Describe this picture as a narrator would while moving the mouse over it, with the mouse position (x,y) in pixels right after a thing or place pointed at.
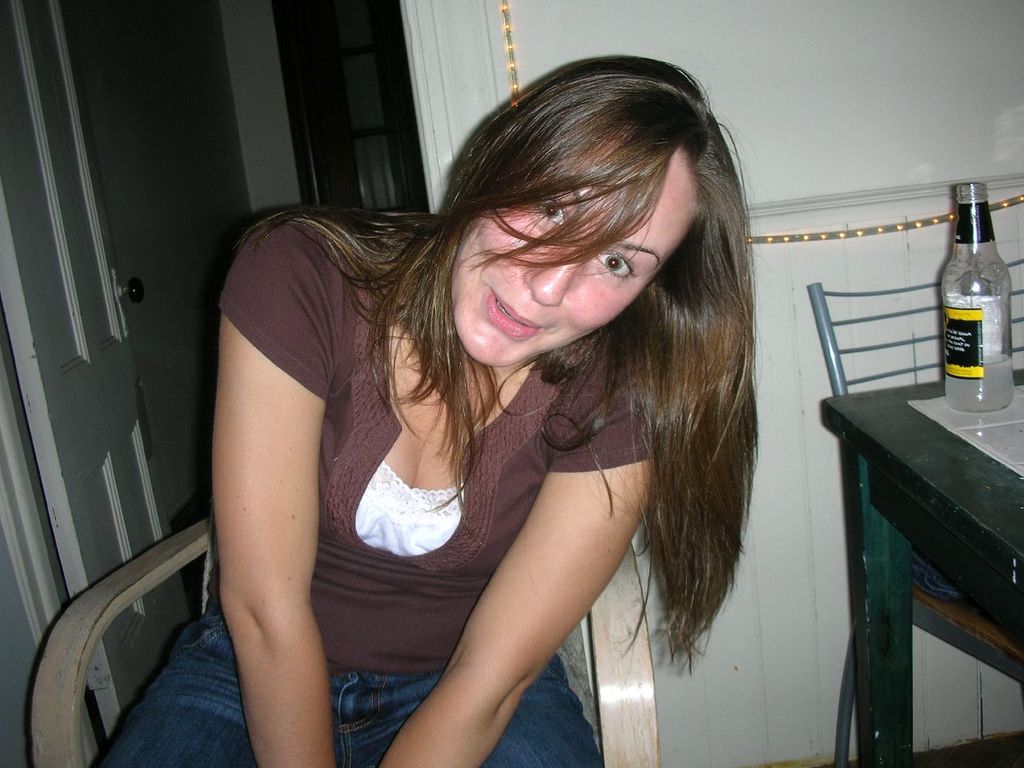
Here we can see a woman (245,335) sitting on a chair (56,684) smiling and beside her we can see a table (965,473) and chair (877,294) and there is a bottle (985,208) present on the table (930,393) and behind her we can see door (53,114) present.
